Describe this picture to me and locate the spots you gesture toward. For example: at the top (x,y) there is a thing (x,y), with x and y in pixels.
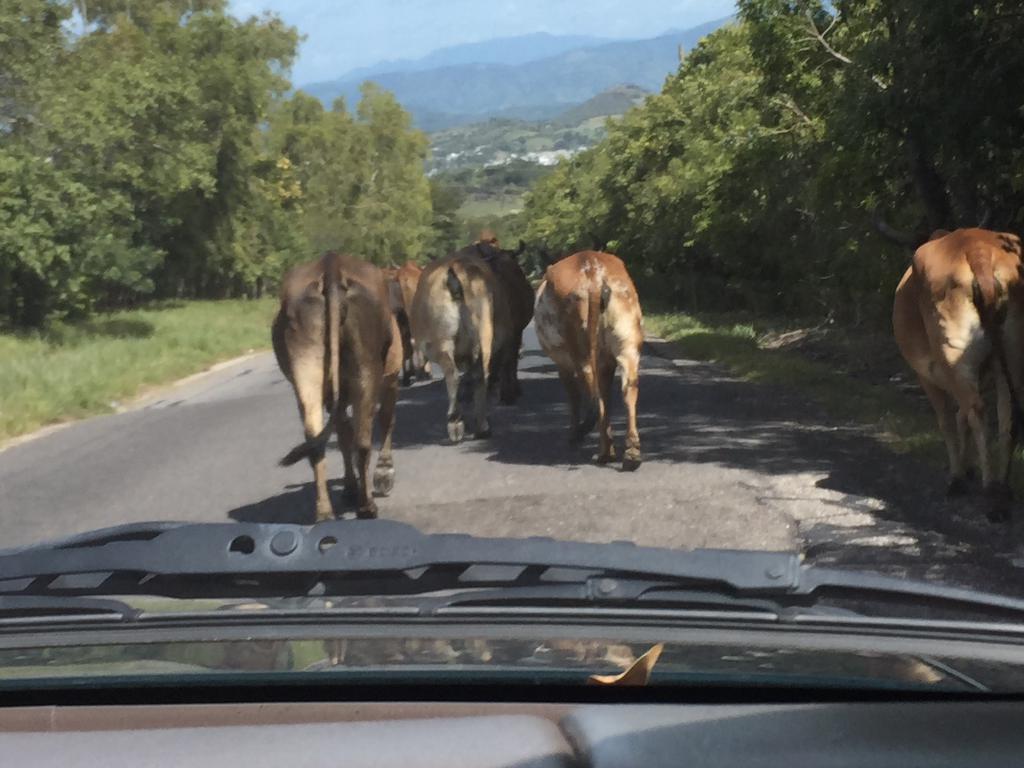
At the bottom (370,632), we see an object (511,604) in grey color. In the middle (510,270), we see the cows (377,397) walking on the road (619,479). On the right side (1006,342), we see a cow (983,296). On either side of the road (925,518), we see the grass (138,306) and the trees (403,216). There are trees (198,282) and hills (604,118) in the background (476,75). At the top (466,42), we see the sky (466,42).
